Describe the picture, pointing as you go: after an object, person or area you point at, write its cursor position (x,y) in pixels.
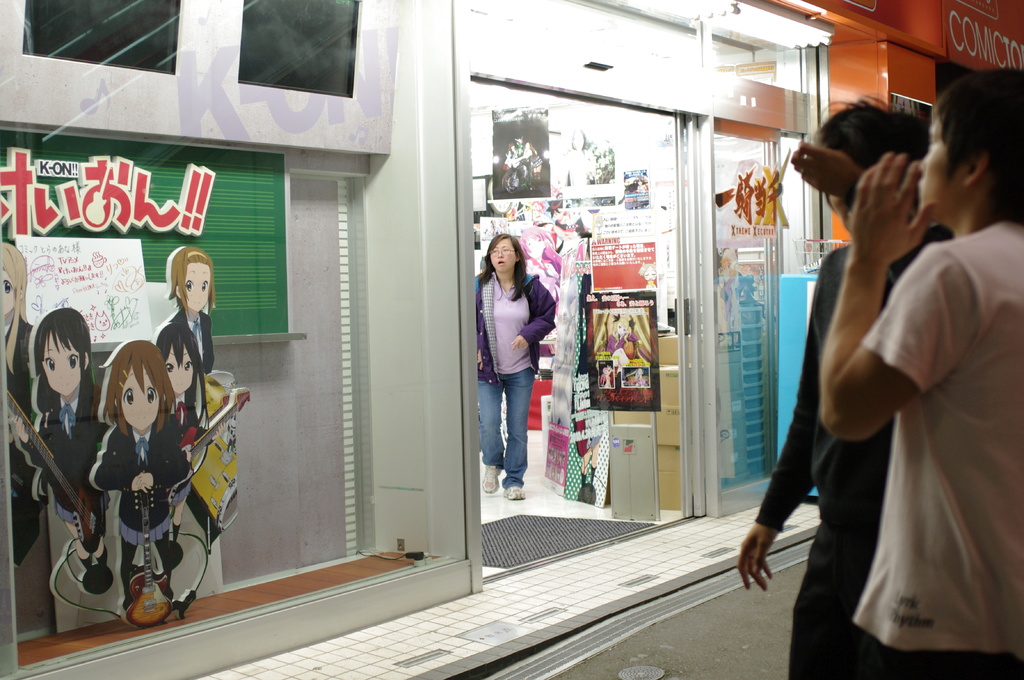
In this image I can see on the left side (14,365) there are cartoon pictures (160,398), images (145,448). In the middle (520,451) a woman (495,349) is walking from the store (557,221), on the right side (995,464) a man (973,471) is standing, he wore white color t-shirt (993,354) and there is another person (902,262) beside of him. At the top (816,37) there are lights (799,35).
